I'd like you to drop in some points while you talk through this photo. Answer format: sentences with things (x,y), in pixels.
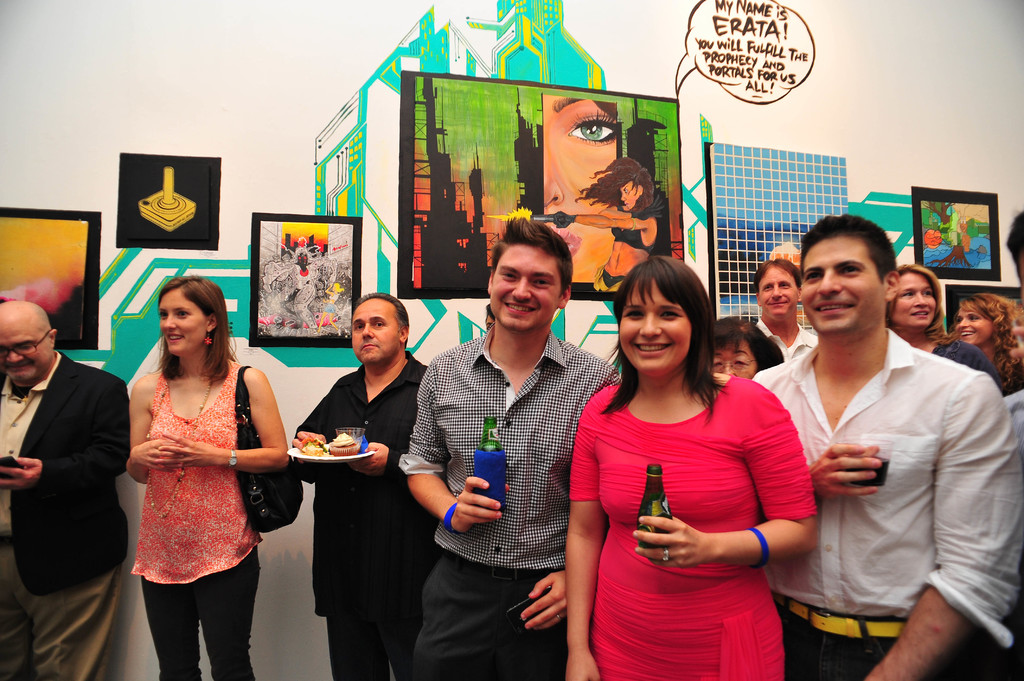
In this image we can see people (809,346) and two of them are holding bottles (653,512) with their hands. Here we can see a person (319,498) is holding a plate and there is a person (876,527) holding a glass (878,457). In the background (128,123) we can see pictures (439,252) and text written on the wall (662,18).
